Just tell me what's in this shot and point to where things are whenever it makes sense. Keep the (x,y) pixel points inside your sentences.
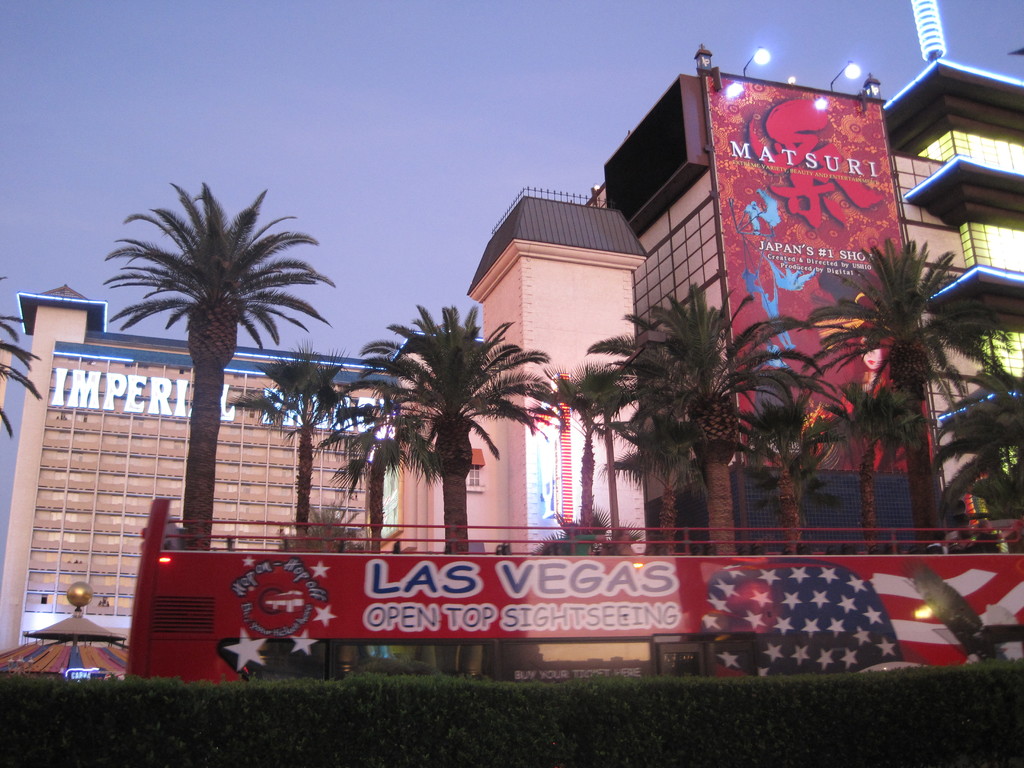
In this picture we can see buildings (255,445) and trees (454,407), here we can see boards (561,461), lights (546,455) and in the background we can see the sky (1014,60).
